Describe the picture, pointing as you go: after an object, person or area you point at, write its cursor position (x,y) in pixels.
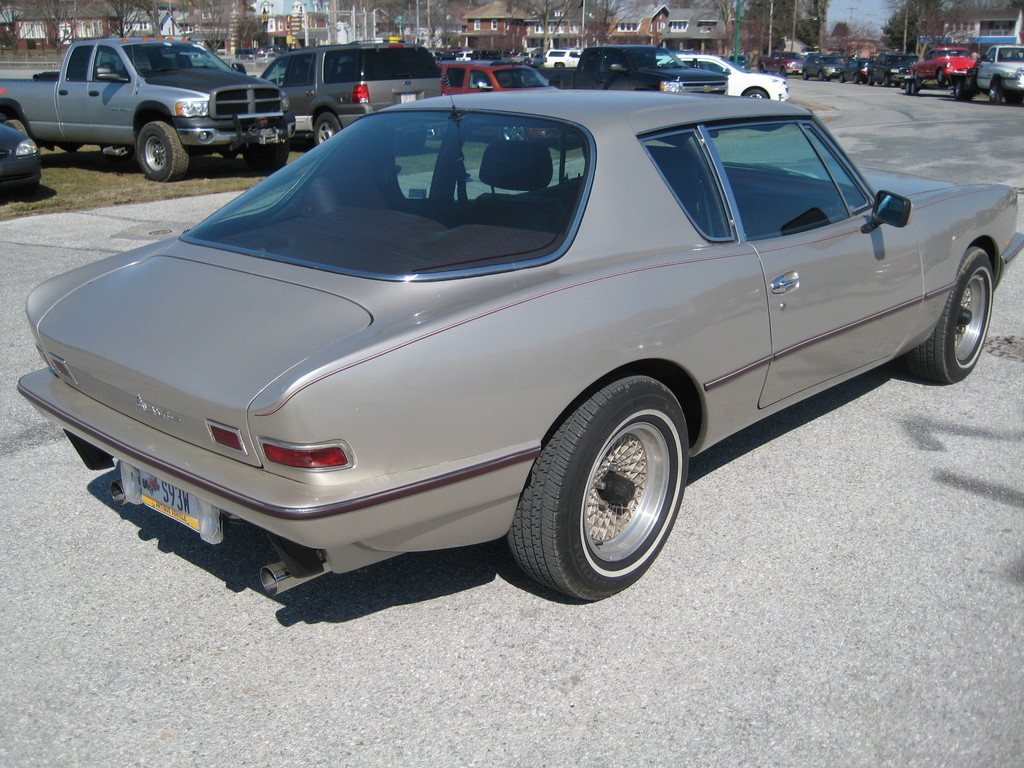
In this image I can see the road (830,610), a car (599,412) which is grey in color on the road (863,663) and in the background (370,86) I can see number of vehicles (256,82), few trees (602,19), few buildings (690,35) and the sky (869,16).
